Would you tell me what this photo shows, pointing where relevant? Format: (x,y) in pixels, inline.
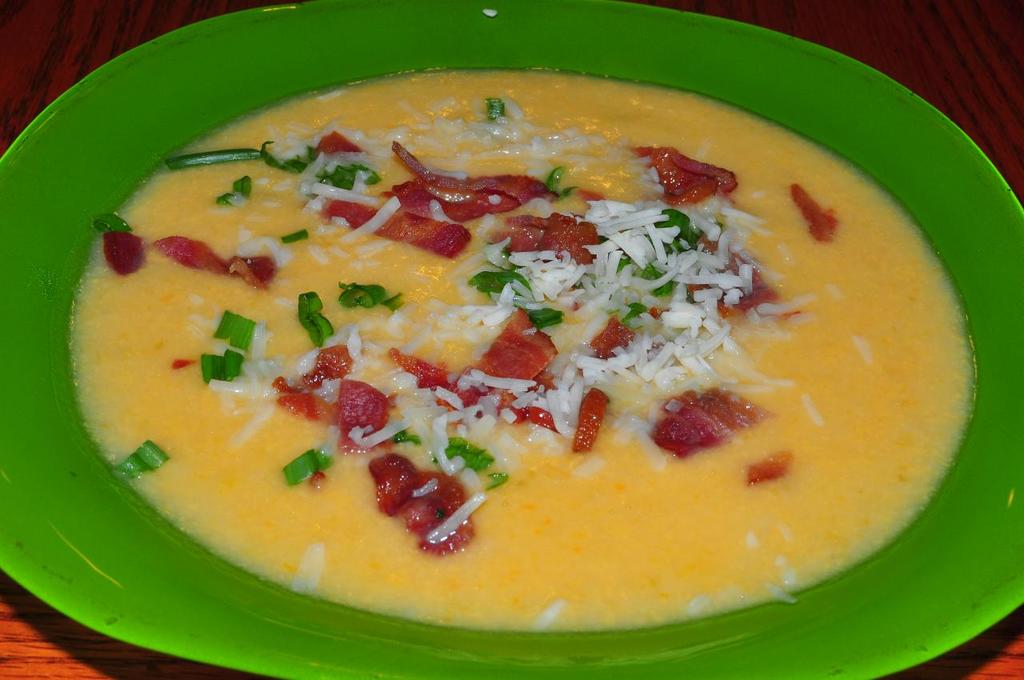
It is a closeup picture of food item (360,514) present in the green plate (360,610) and the plate (917,144) is placed on the wooden surface (945,49).
